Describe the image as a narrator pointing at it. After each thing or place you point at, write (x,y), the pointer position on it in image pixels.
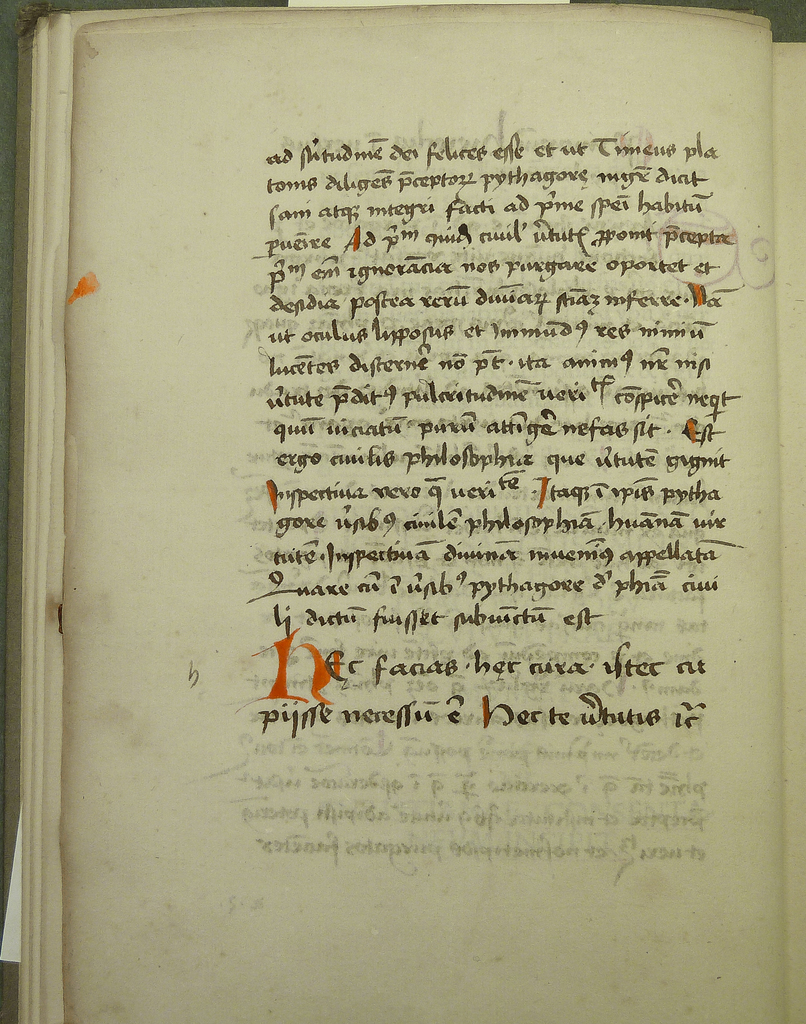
In this image, there is a page (507,924) contains some text (302,231).
